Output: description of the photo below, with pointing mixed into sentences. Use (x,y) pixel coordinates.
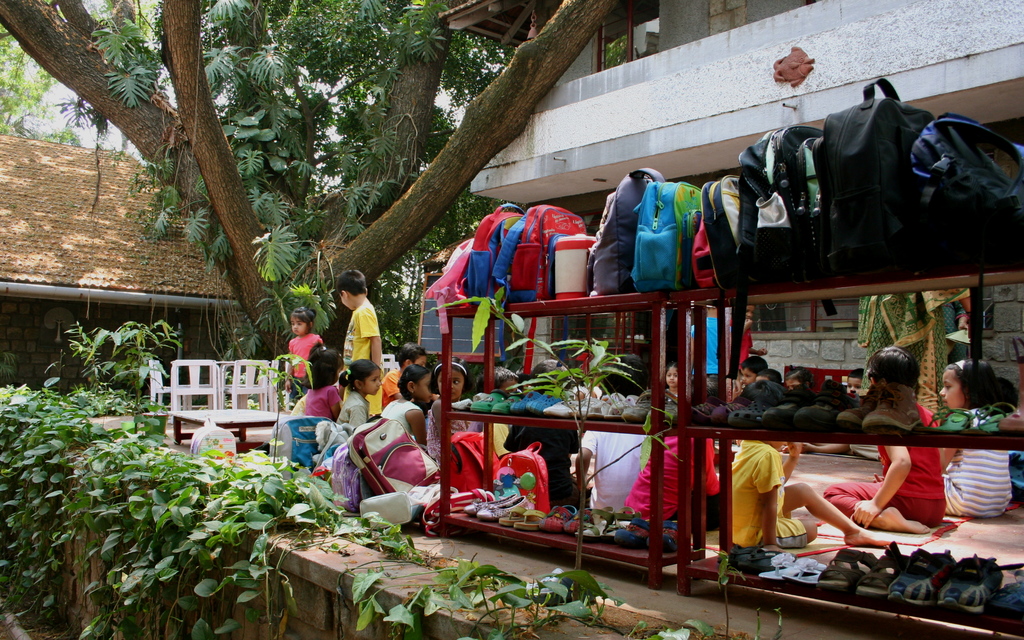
In these racks (856,293) there are footwear's (828,384), above these racks (540,304) there are bags (931,205). Here we can see children (402,383), chairs (210,373), planter (120,490), bags (416,468), building (573,164), house (15,240), window (610,29) and trees (381,33).
